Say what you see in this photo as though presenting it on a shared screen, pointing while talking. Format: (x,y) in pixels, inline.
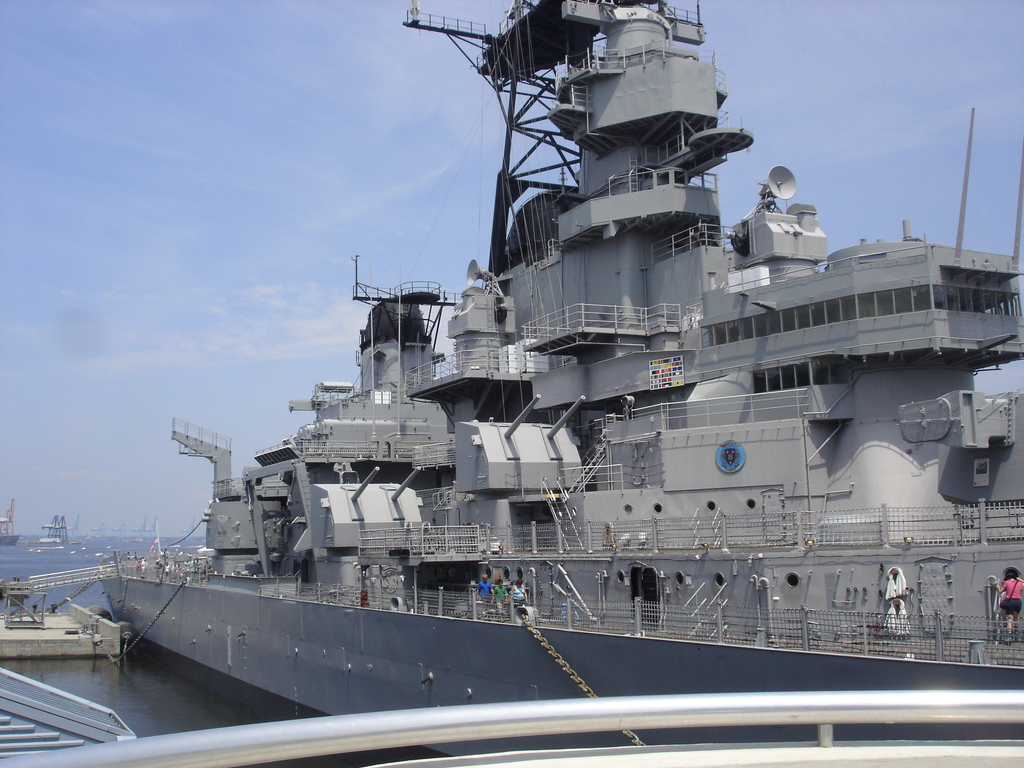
In this image there is a ship (452,575), there are people (502,596) walking on the ship (298,646), there is sea (156,682), there is sky (258,150).
